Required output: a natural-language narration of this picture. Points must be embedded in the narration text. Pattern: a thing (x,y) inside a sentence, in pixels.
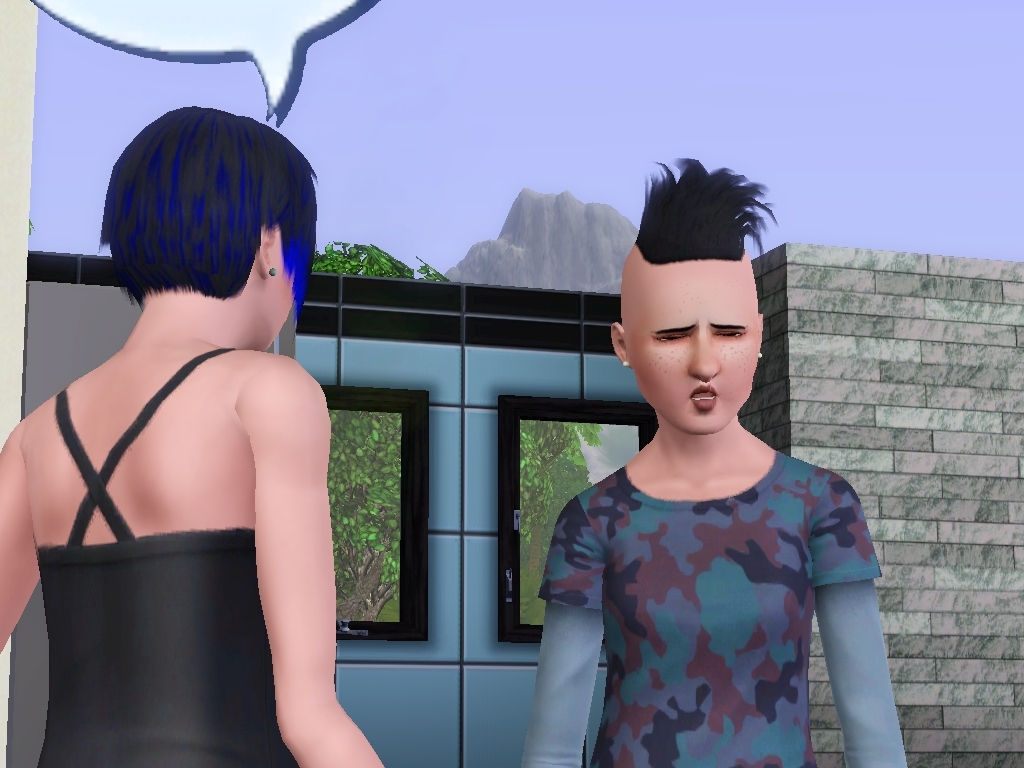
This is an animated image, in this image we can see two people (728,615), wall (439,677), windows (379,451), trees (396,455), mountain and we can see sky (660,12) in the background (954,116).
